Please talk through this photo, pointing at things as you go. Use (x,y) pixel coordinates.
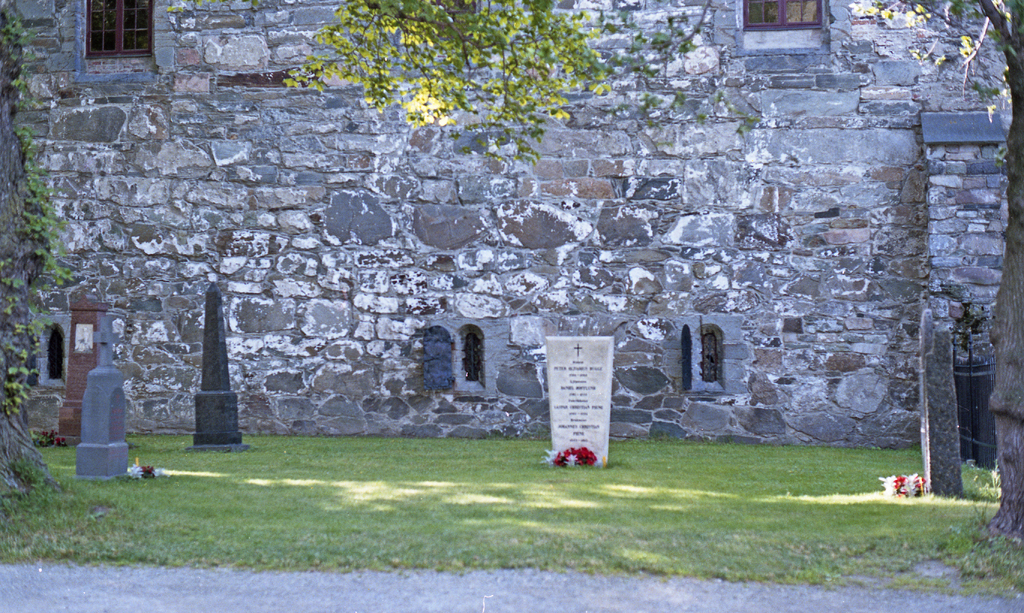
In this image I can see a graveyard (412,541) with memorials (560,402) of different colours. There are also flowers (565,461), trees (16,434), and in the background (520,179) there is a wall (337,134) with windows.
